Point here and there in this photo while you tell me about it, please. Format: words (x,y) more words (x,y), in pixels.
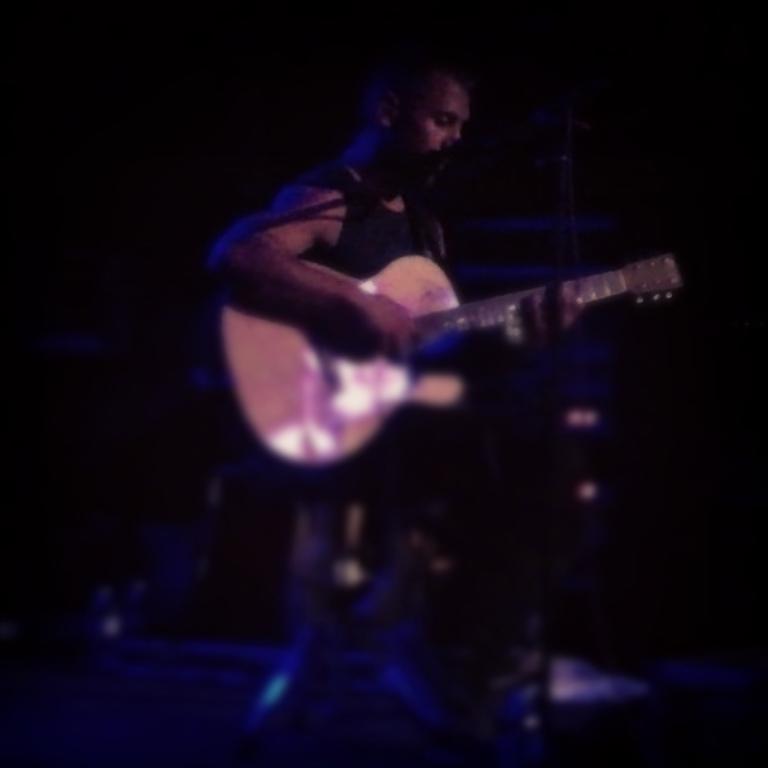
This picture describes a person (338,287) playing a guitar (383,397).
